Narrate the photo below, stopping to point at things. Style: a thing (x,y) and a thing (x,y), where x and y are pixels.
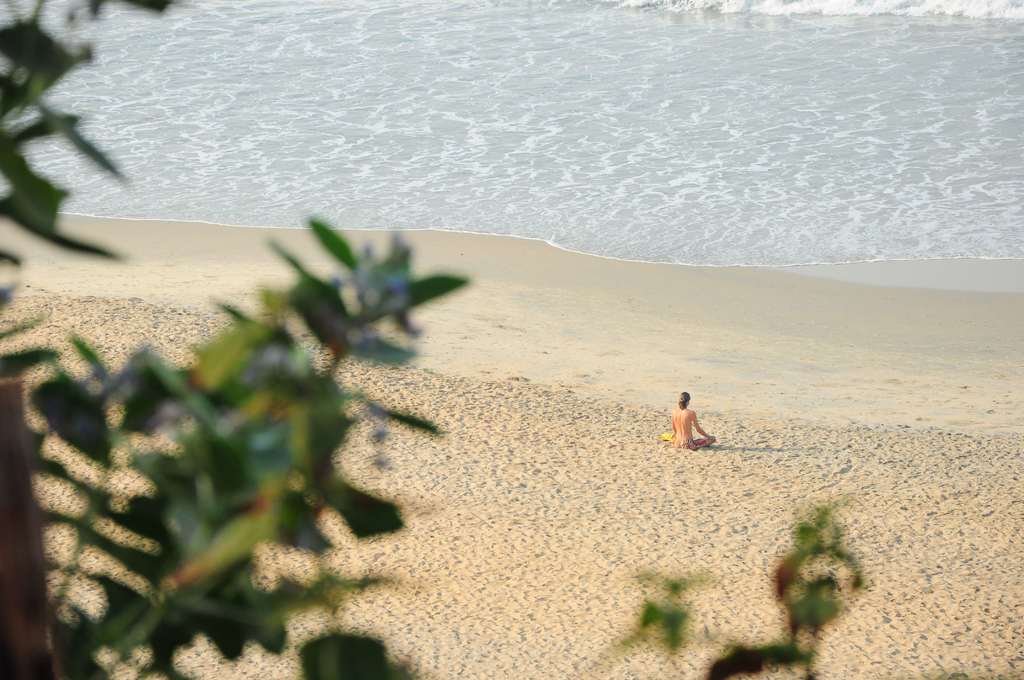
In this image on the left side (182,516) I can see a tree (239,470). I can see a woman (702,443) sitting on the sand (620,461). In the background (452,159), I can see the water (423,113).
